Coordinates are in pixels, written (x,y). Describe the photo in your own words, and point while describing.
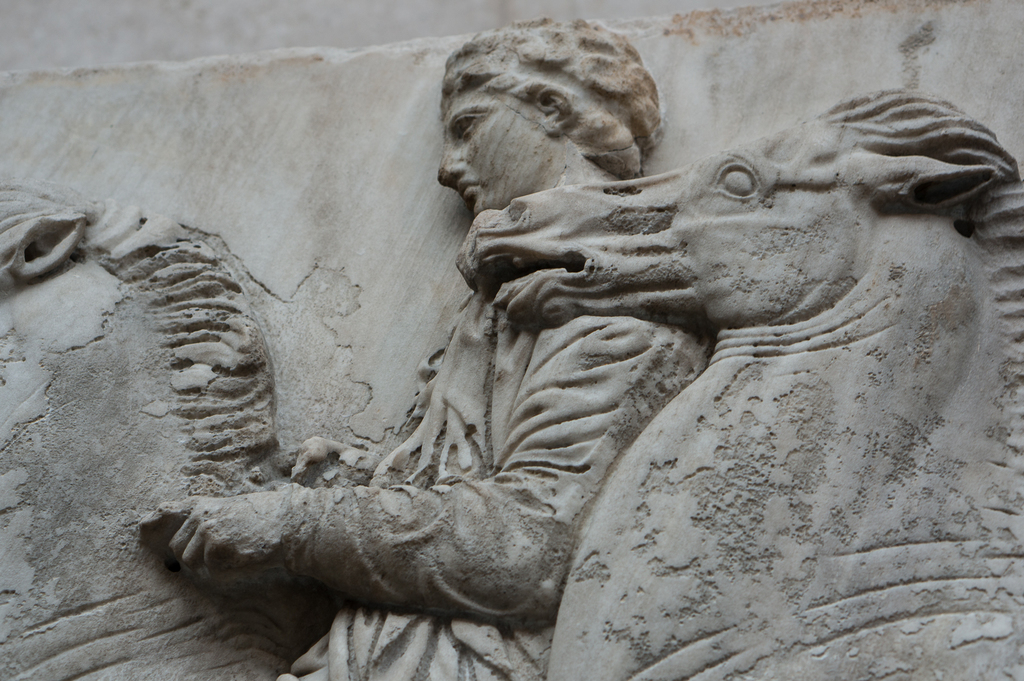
In this image I can see the statue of the person (341,508) and the statue (830,359) of the animal (756,357) to the wall (341,86). It is in grey color.
